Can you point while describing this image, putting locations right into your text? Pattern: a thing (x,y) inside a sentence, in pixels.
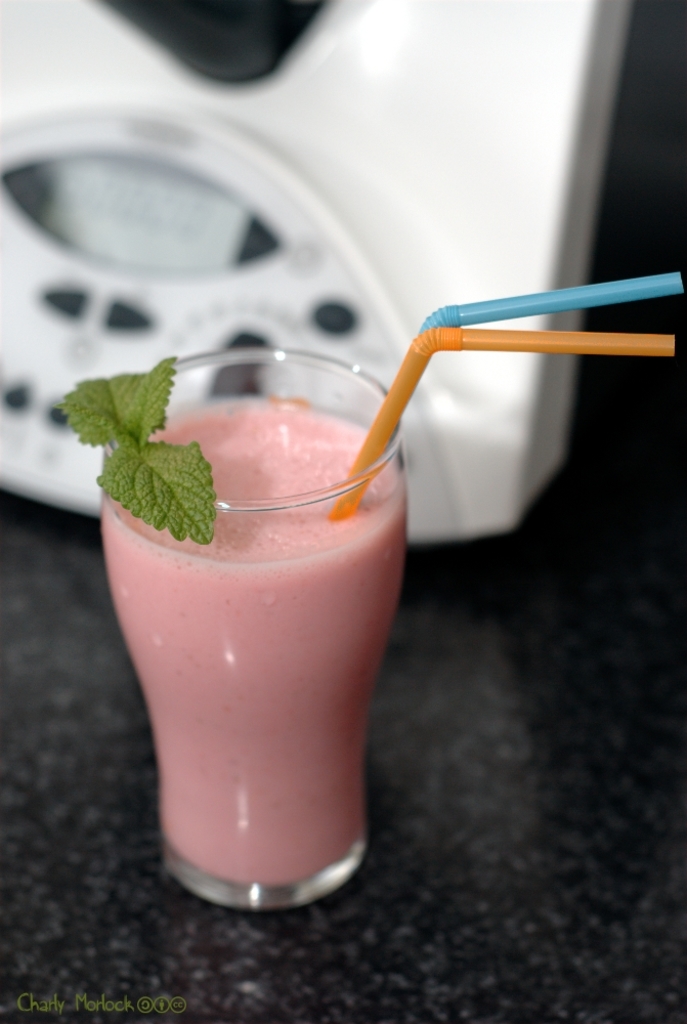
In this image I see the glass (226,547) in which there is pink color liquid (259,573) and I see 2 straws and I see green leaves (161,447) over here and I see the black color surface (51,727) and I see the watermark (33,996) over here. In the background (6,326) I see the white and black color electronic device (265,198) over here.
